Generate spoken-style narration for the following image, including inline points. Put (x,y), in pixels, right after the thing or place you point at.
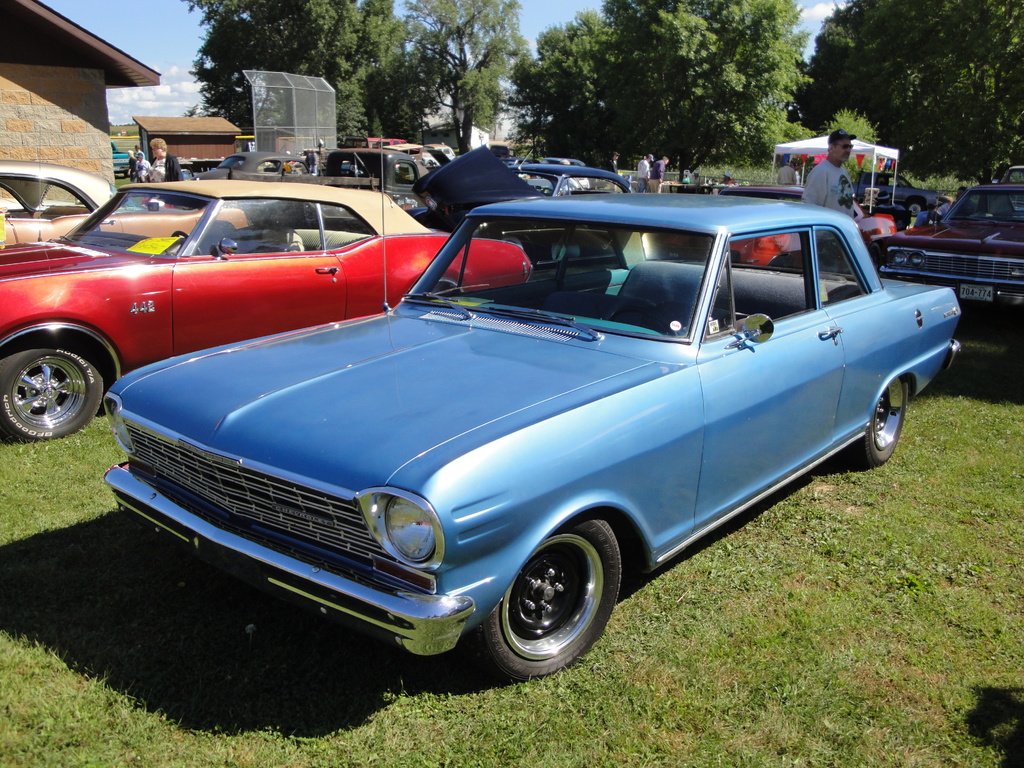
In this picture we can see cars (761,501) and some people (144,159) on grass (956,424), tent (815,152), trees (728,64), houses (213,148) and in the background (109,96) we can see the sky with clouds (120,88).
